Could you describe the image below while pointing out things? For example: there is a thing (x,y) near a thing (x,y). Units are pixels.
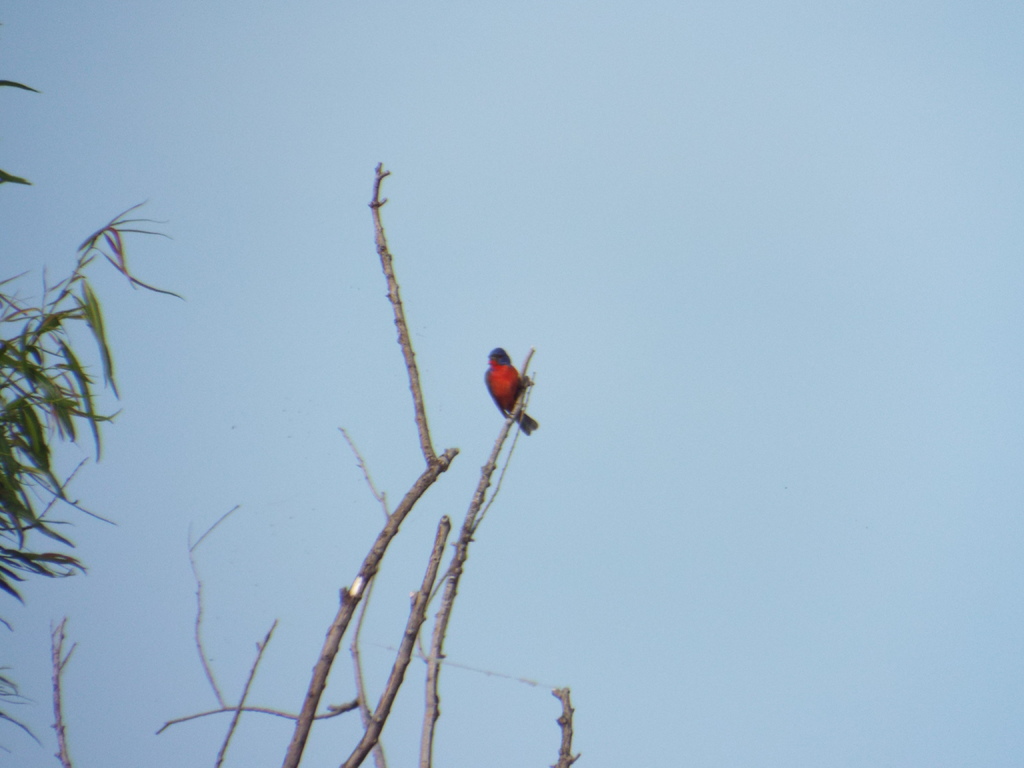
In this picture, we see the bird (515,404) in red color is on the tree (413,592). On the left side (19,357), we see a tree (11,574). In the background (568,425), we see the sky (674,373), which is blue in color.
